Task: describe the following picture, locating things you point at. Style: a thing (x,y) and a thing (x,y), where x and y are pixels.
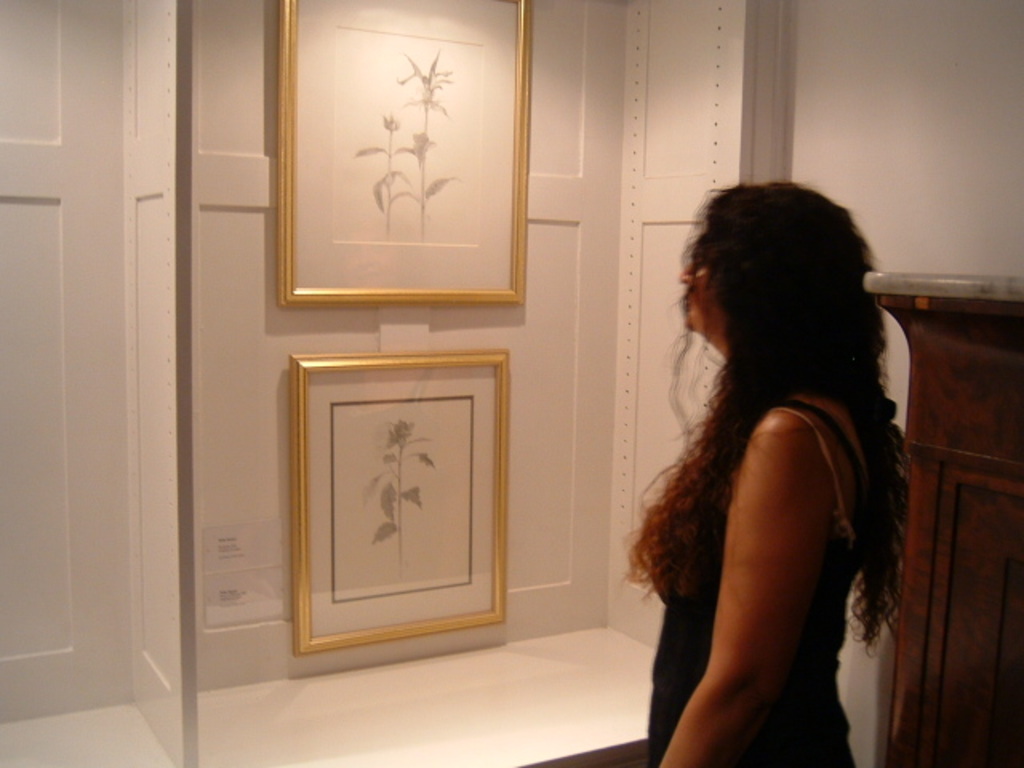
On the right side of the image (778,532), we can see a woman (752,410) is standing near the wooden object (959,521). Background (416,91) we can see wall (542,609), photo frames (471,375) and poster (239,590).
